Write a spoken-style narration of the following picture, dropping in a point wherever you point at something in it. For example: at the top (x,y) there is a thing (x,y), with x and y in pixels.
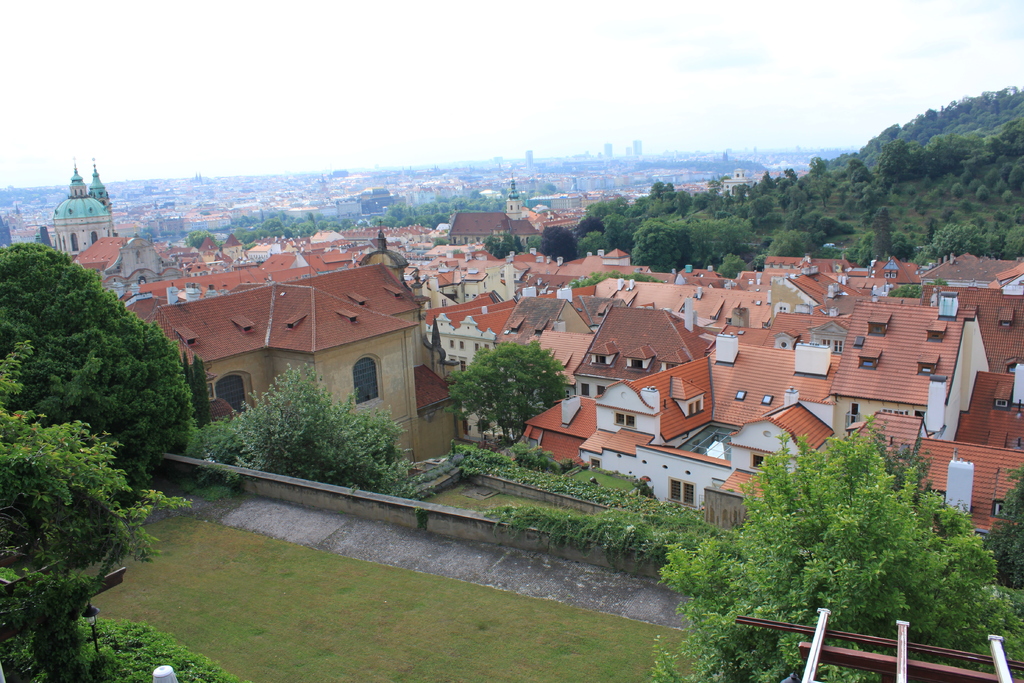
This is a top view of an image where we can see trees (31,648), grass (507,627), houses (563,341), trees (1004,192) on the hills (837,236) and the sky (3,112) in the background (723,119).
